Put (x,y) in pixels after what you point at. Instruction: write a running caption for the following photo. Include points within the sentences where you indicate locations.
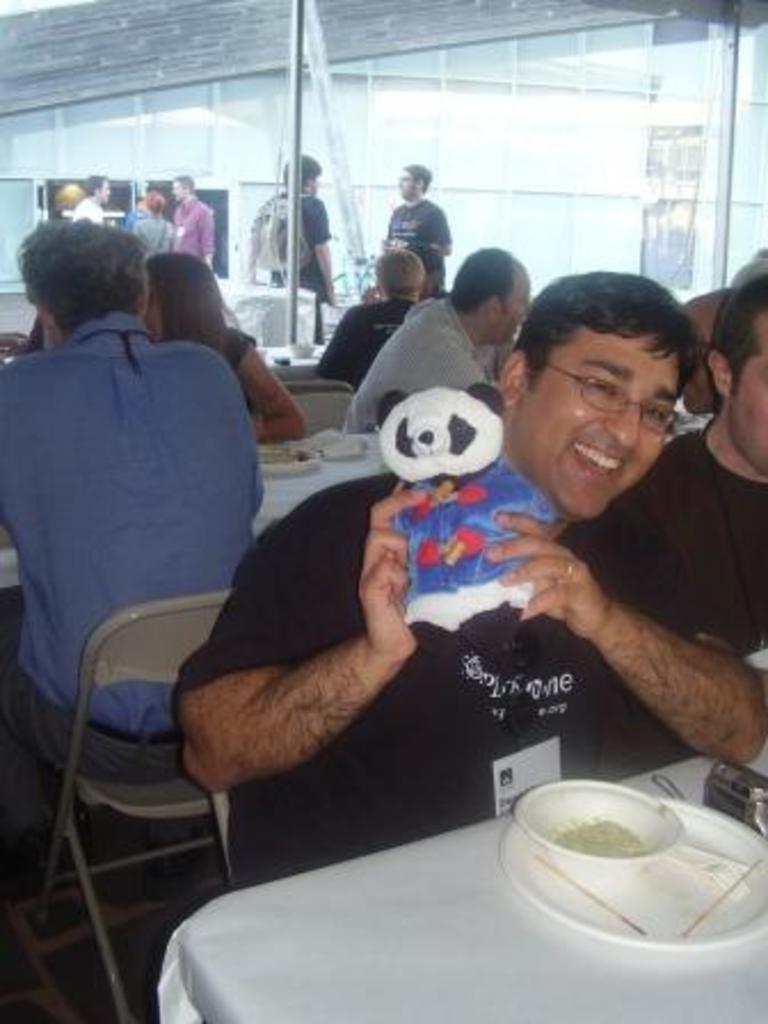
There is a person (642,386) in black color t-shirt (499,664) holding a doll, smiling and sitting on a chair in front of a table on which, there is a white color bowl (562,826) on the white color plate (649,919). In the background (558,77), there are other persons (752,626) who are in different color dresses (760,632) sitting on chairs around the tables (285,446) on which, there are some objects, there are persons (271,224) standing on the floor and there is a wall (539,65).
